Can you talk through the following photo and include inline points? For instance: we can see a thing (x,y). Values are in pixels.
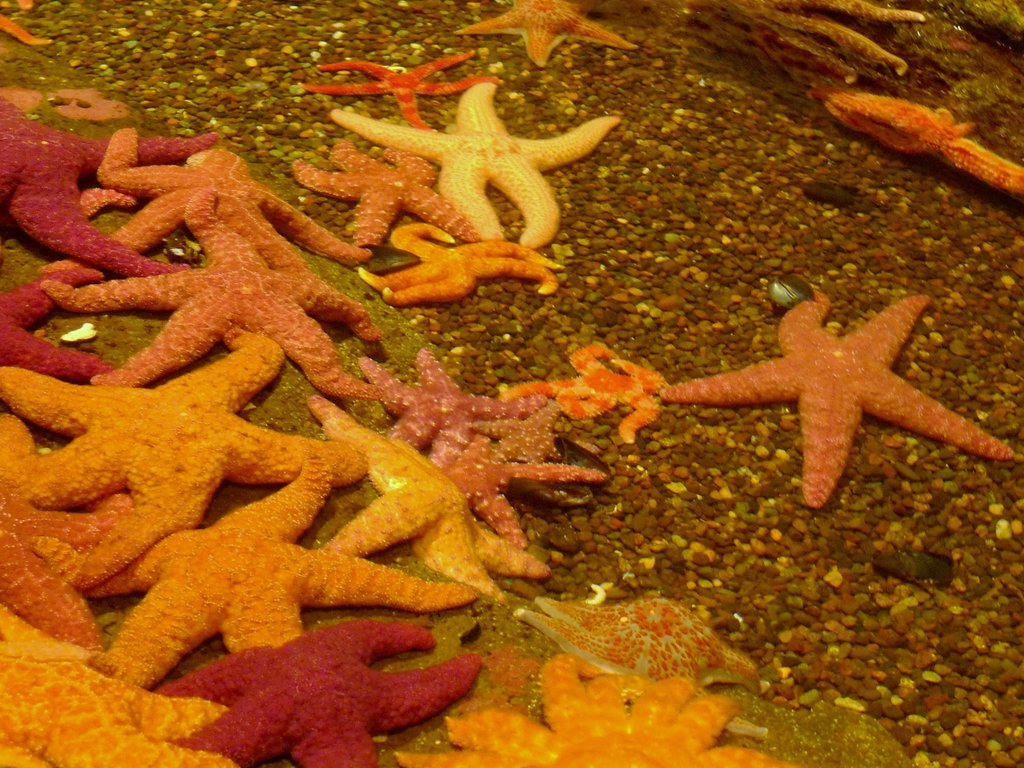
In this picture we can see many starfishes (195,480) on the ground (593,231) with many stones (600,250).
